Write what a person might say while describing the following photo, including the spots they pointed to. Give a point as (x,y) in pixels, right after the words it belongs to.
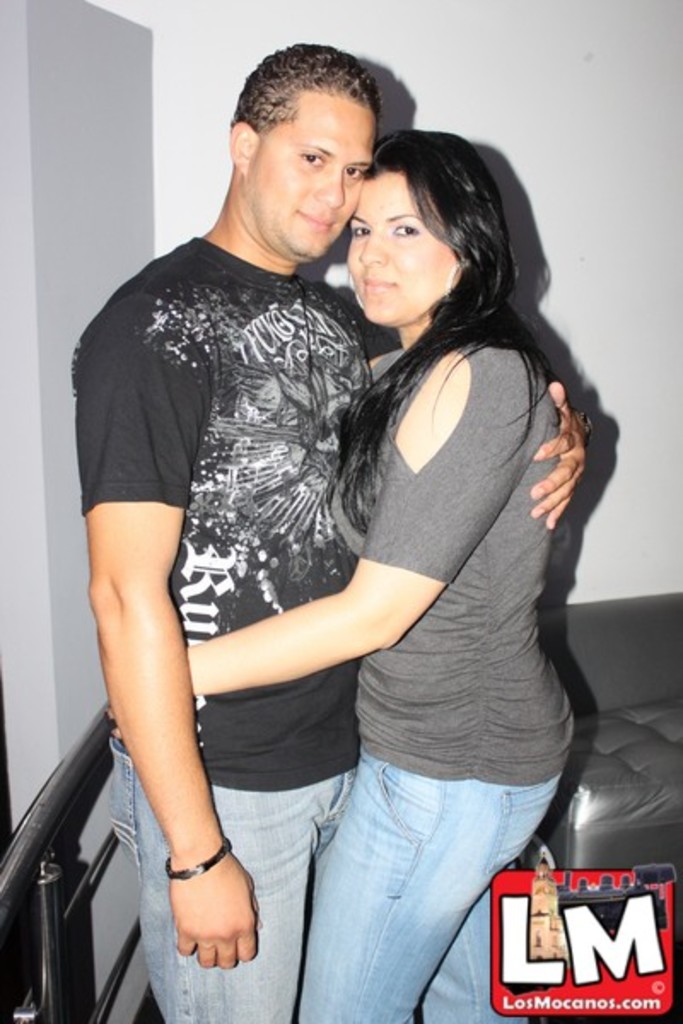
In this image we can see a two persons (334,530) are standing, he is wearing the black color t-shirt (254,474), at back here is the sofa (646,723), here is the wall (52,36).
